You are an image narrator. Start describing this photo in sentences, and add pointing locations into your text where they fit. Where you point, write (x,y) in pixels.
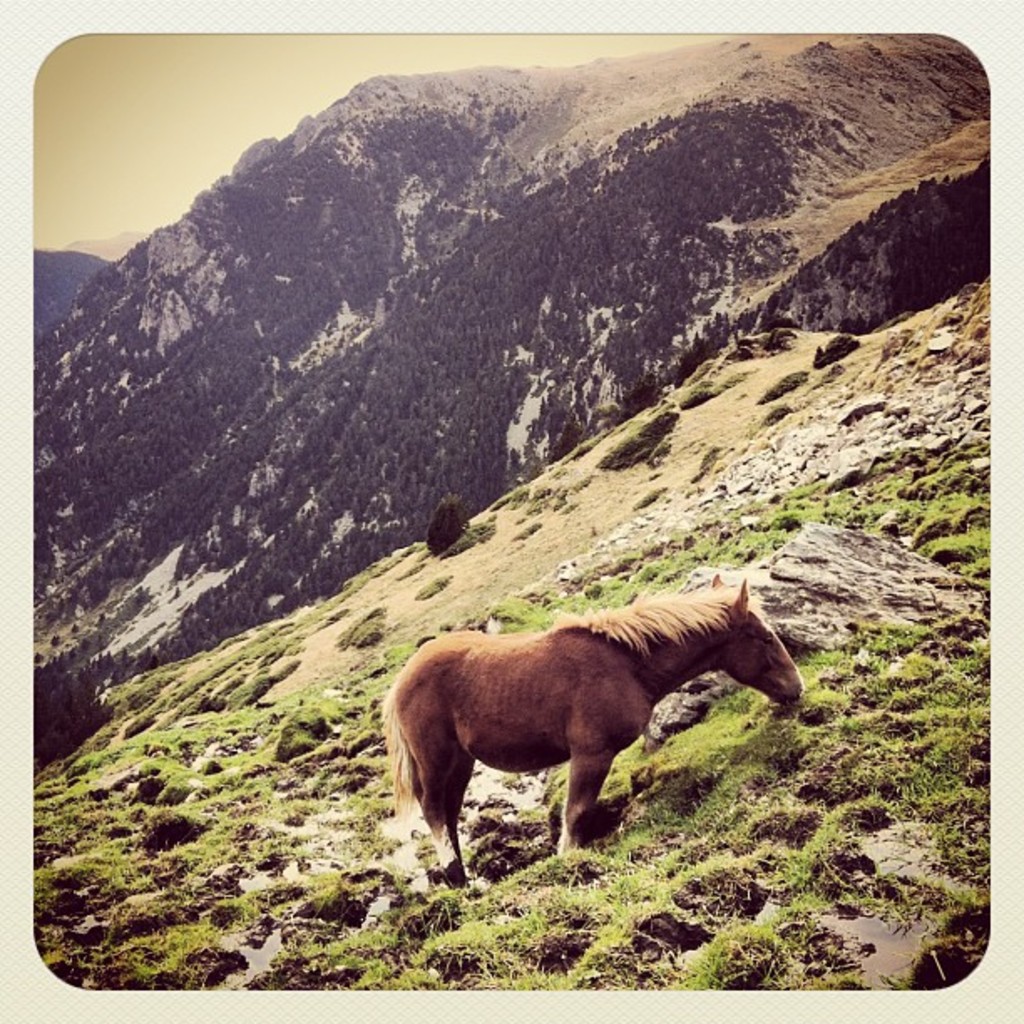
In this picture we can see horse (461,869), grass (718,817) and rocks (816,598). In the background of the image (87,631) we can see hills (154,283), trees (83,724) and sky (258,128).
